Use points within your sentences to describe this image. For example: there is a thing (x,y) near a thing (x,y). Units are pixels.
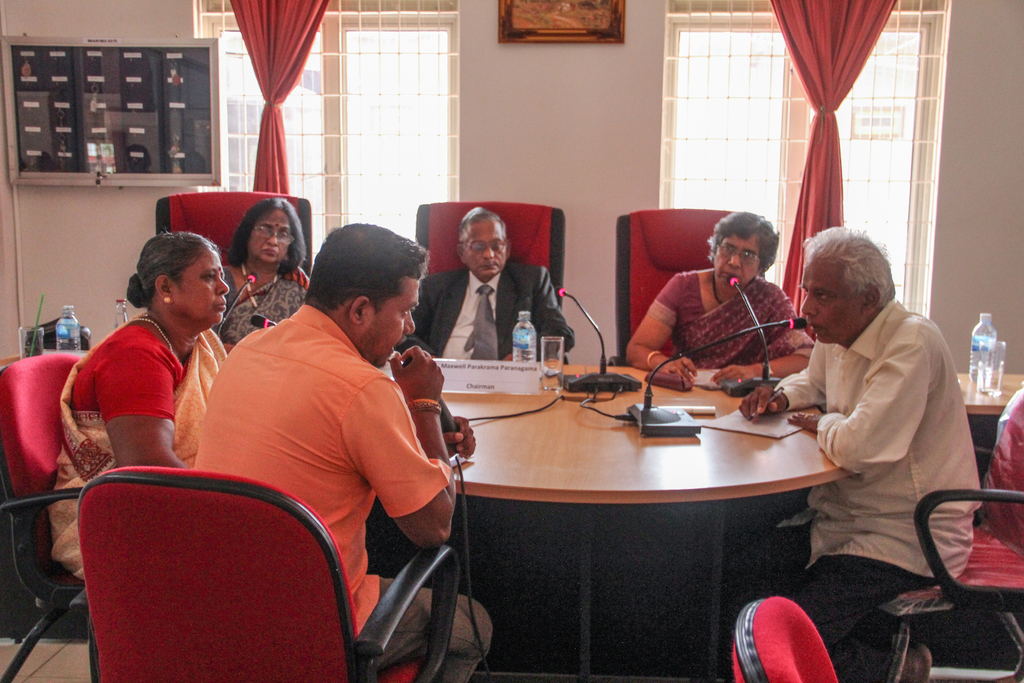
In the image we can see there are people (695,309) who are sitting on chair (796,609) and a person (451,439) is holding mic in his hand (468,437). On table (662,396) there is mic (653,424) with a stand (693,425) there is paper (776,419) and a man (779,407) is holding pen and on table (961,386) there is water bottle (980,344) and glass (993,382). Behind near the windows (780,229) there are red colour curtains (284,174).
